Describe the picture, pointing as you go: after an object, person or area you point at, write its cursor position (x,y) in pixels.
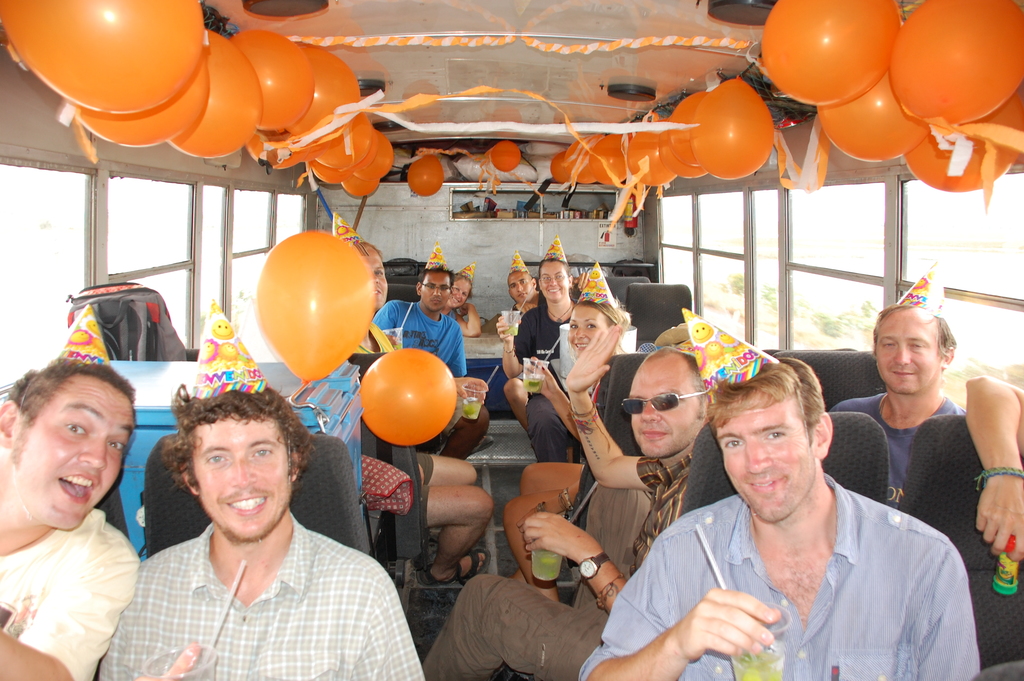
This picture shows few people (561,426) seated in a vehicle (162,487) and we see balloons (362,148) and color papers (436,150) and few of them wore caps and few are holding glasses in their hands (583,557) and we see smile on their faces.
